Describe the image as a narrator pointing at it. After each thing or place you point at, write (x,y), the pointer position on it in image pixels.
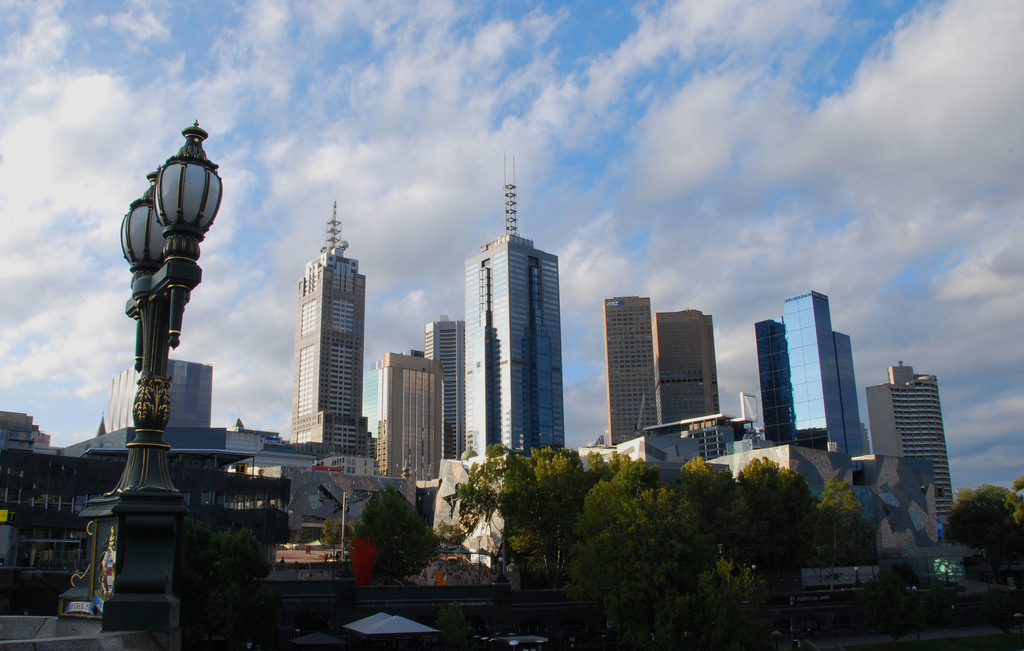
In this image there are so many different shaped buildings (176,405), street lights (175,278) and trees (803,533).
